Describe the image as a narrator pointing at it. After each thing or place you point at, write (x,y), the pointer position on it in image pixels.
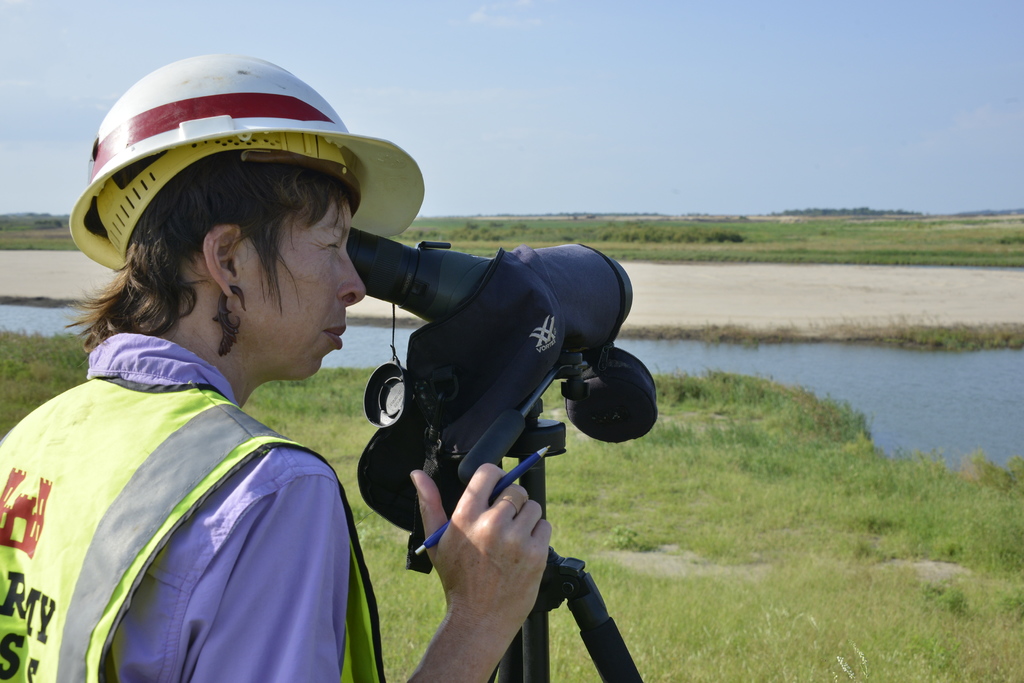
In this image there is a person (191,387) with a hat (393,179), and there is a spotting scope (493,338) with a tripod stand (538,478), and there is grass (684,432), water (1018,423), and in the background (655,166) there is sky (990,6).
